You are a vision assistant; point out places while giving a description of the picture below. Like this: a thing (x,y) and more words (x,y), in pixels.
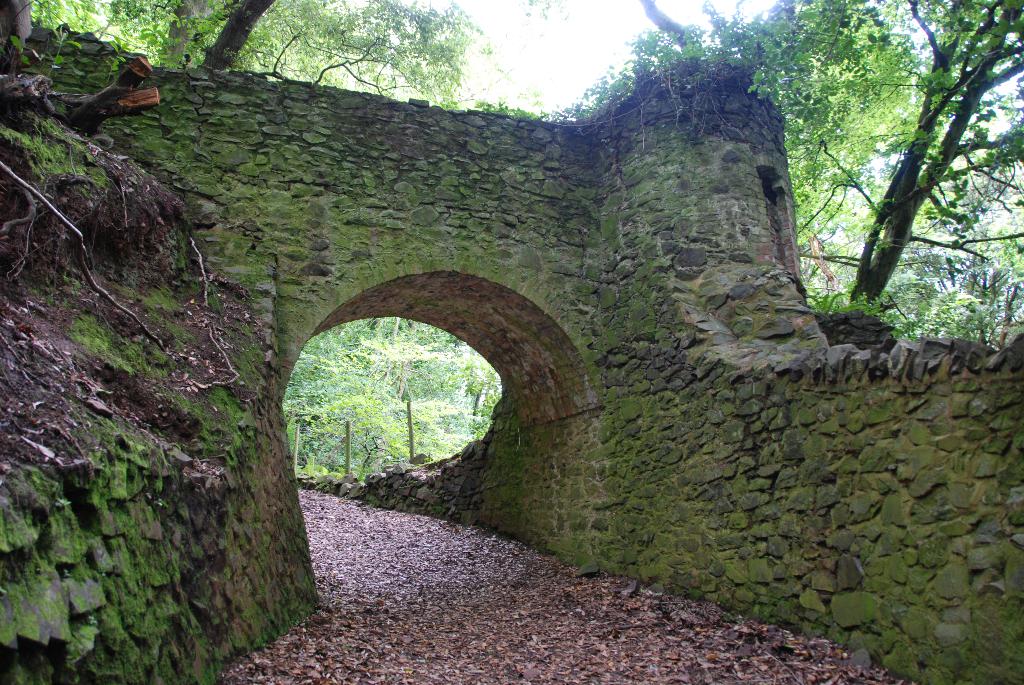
In this image, we can see an arch (454,300) and stone walls (180,538) with algae (800,523). Background (921,272) we can see trees (356,17).
